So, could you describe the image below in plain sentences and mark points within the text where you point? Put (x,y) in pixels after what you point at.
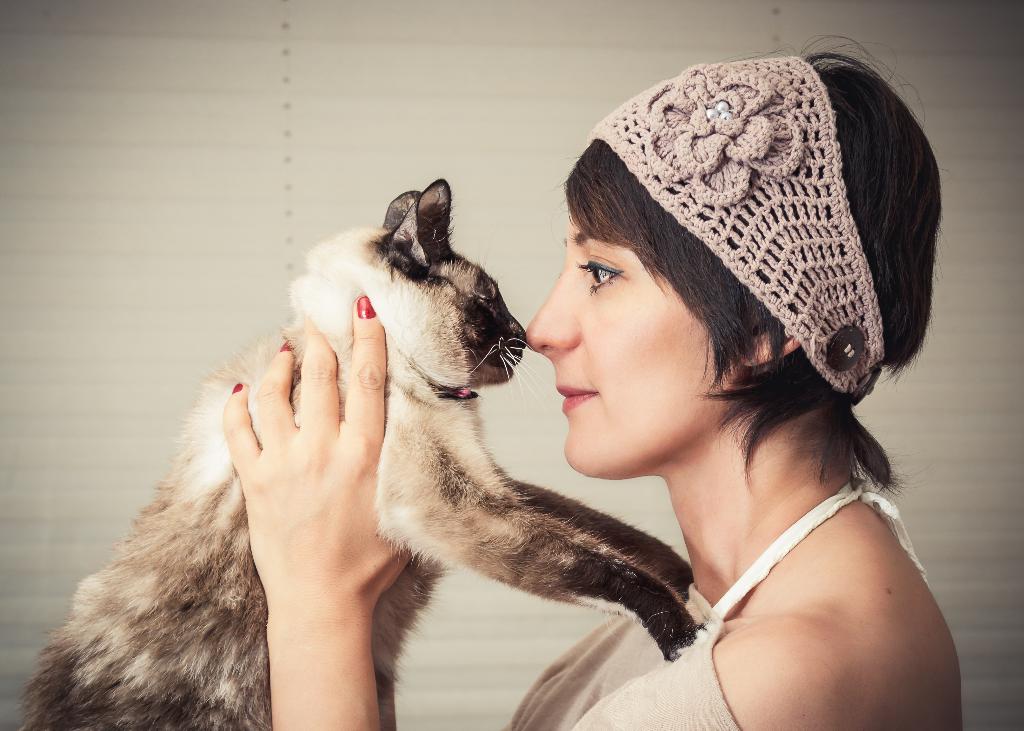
In this image I can see a person (638,293) holding the cat (121,660).
